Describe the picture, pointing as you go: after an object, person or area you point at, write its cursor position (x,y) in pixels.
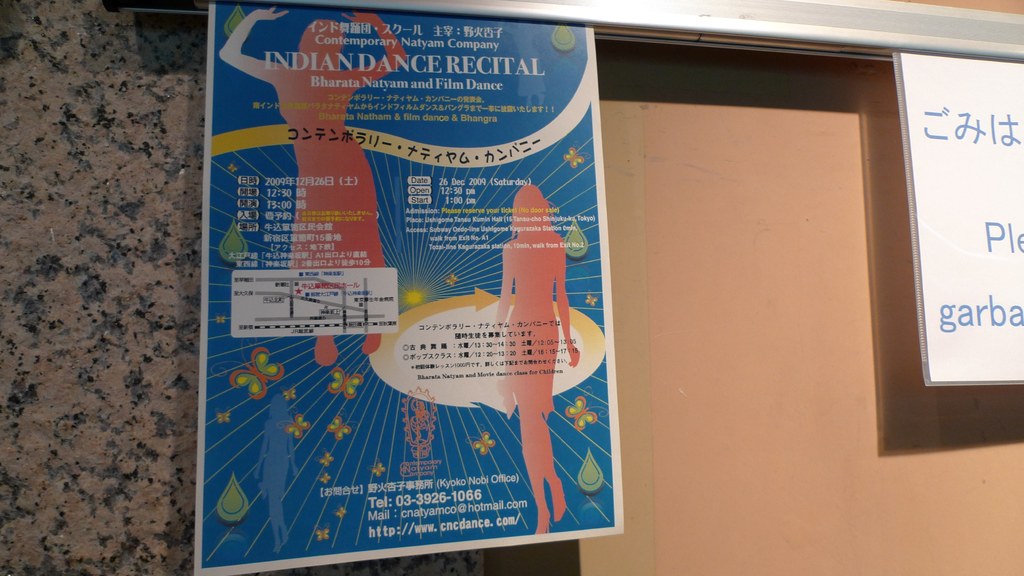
In front of the picture, we see a board (283,405) in blue color with some text (445,198) written on it. It is placed on the wall (197,253). On the right side (972,353), we see a board (956,230) in white color with some text (965,121) written on it. Behind that, we see a wall (652,179).
